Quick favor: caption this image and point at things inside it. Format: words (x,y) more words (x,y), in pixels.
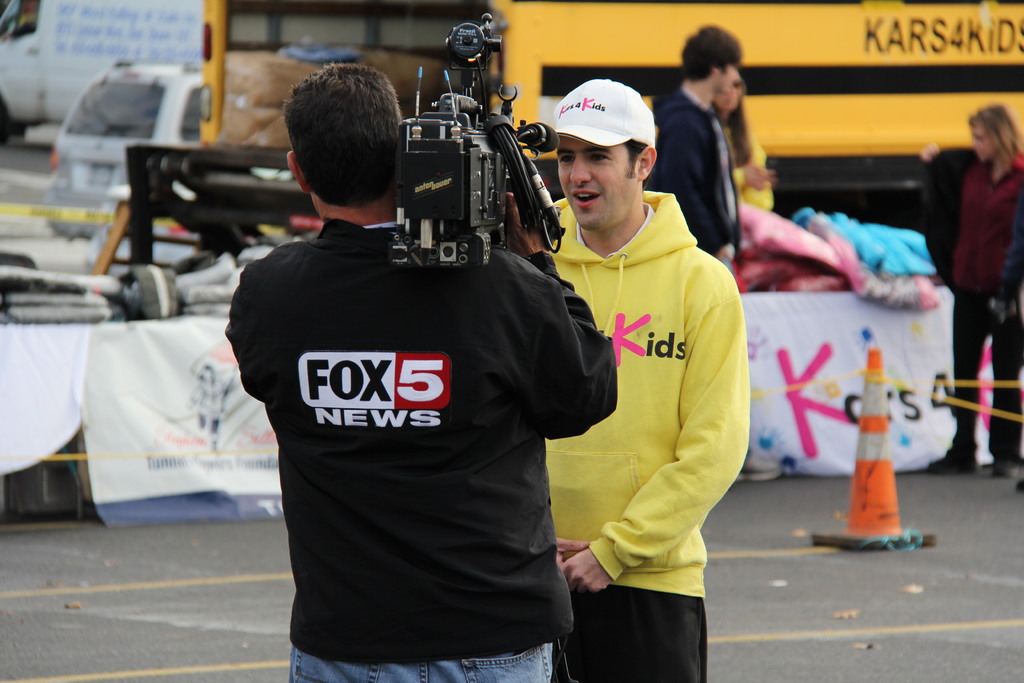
This picture shows a bus (506,14) and a car (54,153) and we see few clothes (90,302) on the table (900,380) and we see a man (378,123) holding a camera (475,252) and recording and we see another man (640,390) standing in front of him. He wore a cap (578,125) on his head (565,136) and we see few people (926,150) standing.
